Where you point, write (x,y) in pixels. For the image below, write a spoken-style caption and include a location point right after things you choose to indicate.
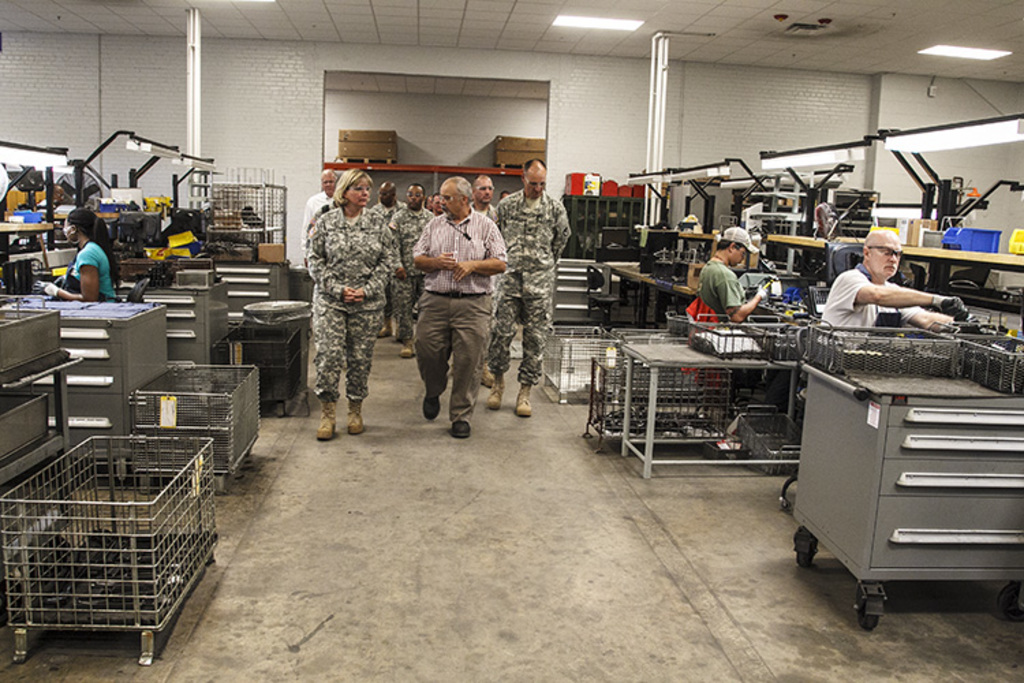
As we can see in the image there is a wall (319,189), few people (408,210) here and there and there are electrical equipments (138,236), few people (373,244) and wearing army dress (349,229). In the background (361,149) there are boxes (497,157).
